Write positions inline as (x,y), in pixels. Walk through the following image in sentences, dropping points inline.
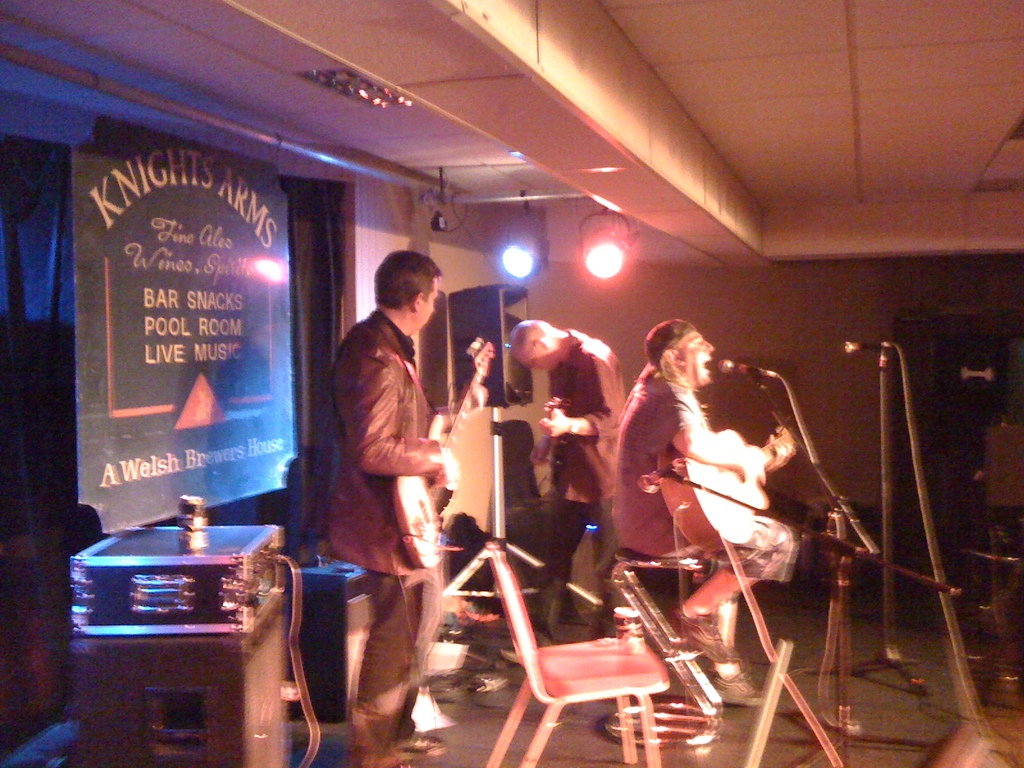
These are lights (621,268). Here we can see two persons (553,370) standing and playing guitar (403,487) on the platform (590,759). We can see one man (676,369) sitting in front of a mike (730,365) singing and playing guitar (673,516). This is an electronic device (222,650). This is a chair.
